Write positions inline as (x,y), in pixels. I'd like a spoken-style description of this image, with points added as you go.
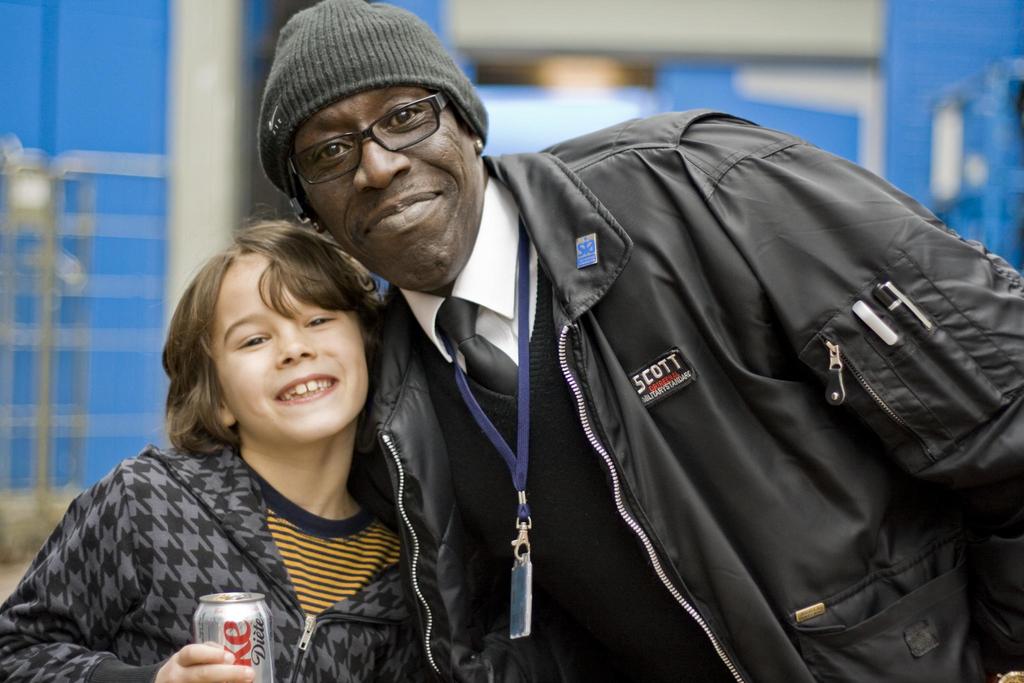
In this picture there is a African man (758,284) wearing black jacket (659,372) with ID card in the neck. Smiling and giving a pose into the camera. Beside there is a small girl (349,621) wearing black hoodie (276,556) and holding a coke can (210,595) in the hand (202,657). Behind there is a blur background.
